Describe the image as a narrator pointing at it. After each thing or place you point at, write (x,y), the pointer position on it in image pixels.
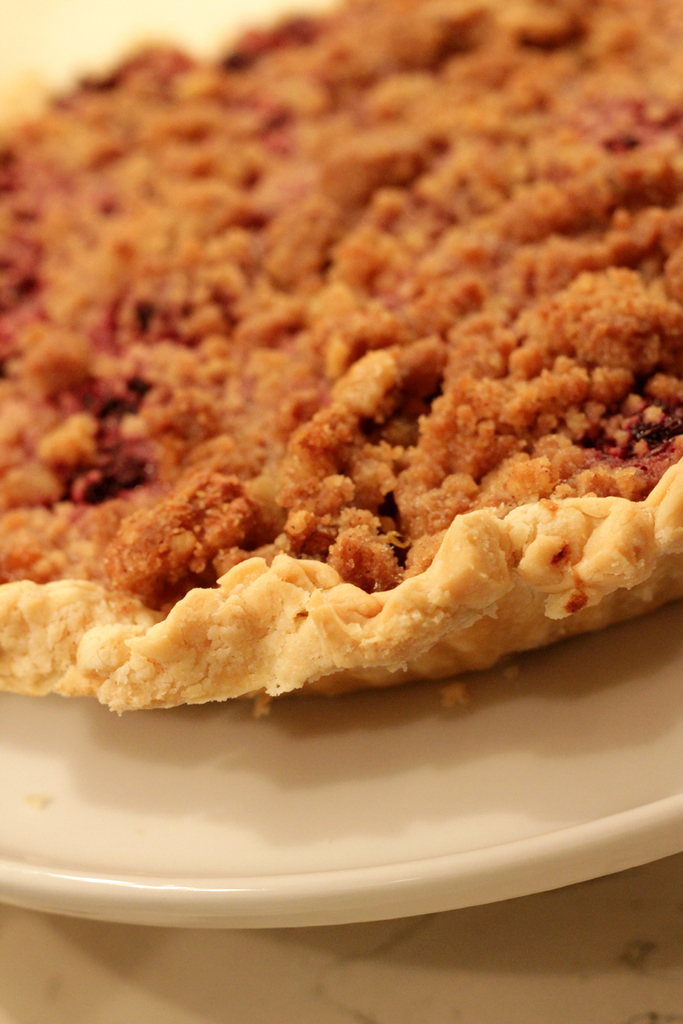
In this image I can see a food item (467,540) on the white color plate (470,704). Food (379,571) is in brown and cream color.
